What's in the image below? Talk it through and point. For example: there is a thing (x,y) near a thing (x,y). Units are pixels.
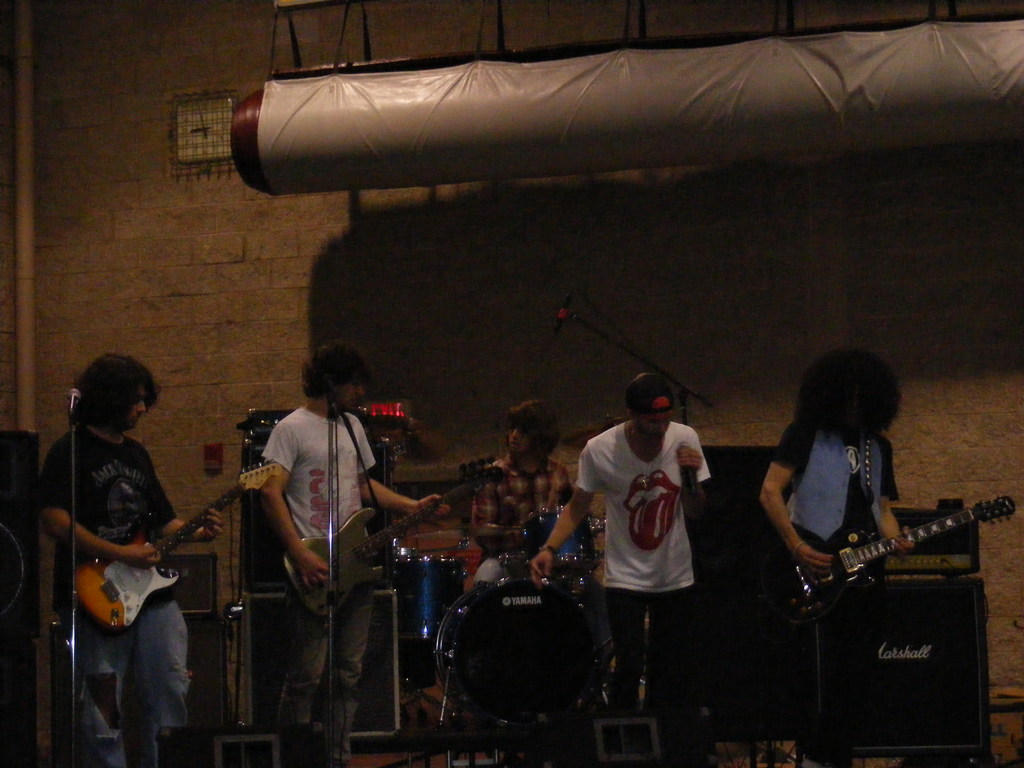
In this image there are group of persons (548,565) who are playing musical instruments (589,523) and in front of them there are microphones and at the background of the image (852,100) there is a white color sheet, wall clock (207,106) attached to the wall (583,276).
